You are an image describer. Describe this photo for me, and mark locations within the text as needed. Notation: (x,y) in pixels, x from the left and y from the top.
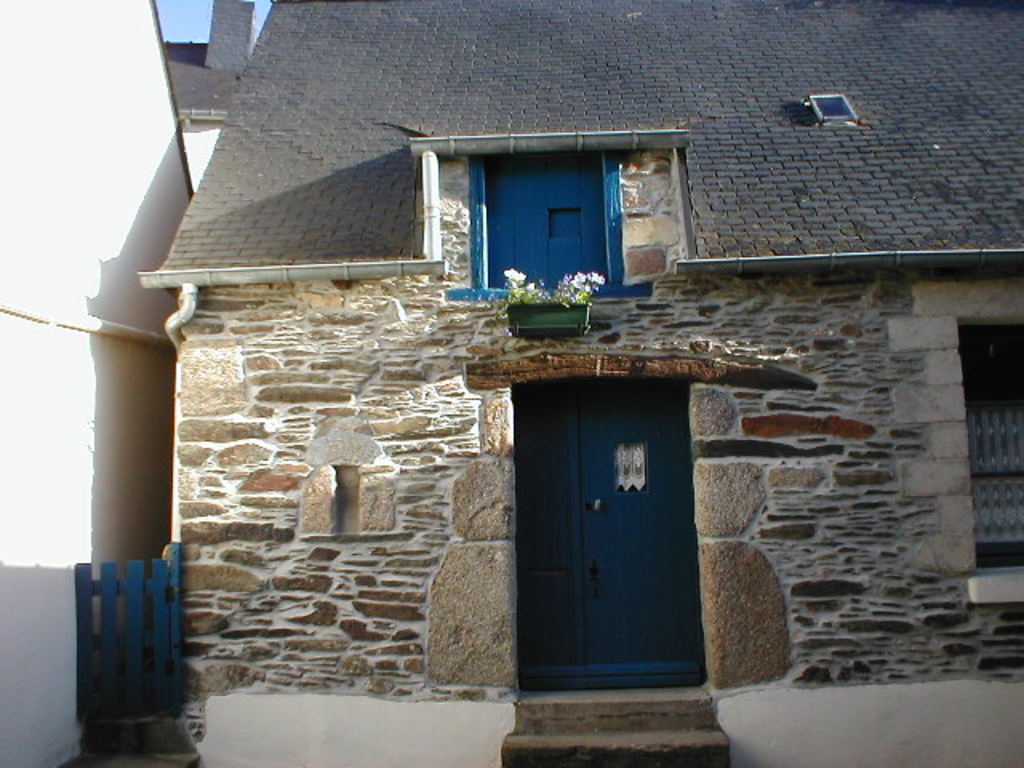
In this picture I can see few buildings (351,188) and in the middle of this picture (573,282) I can see a pot (511,314) and in it I see few plants (520,283). On the bottom of this picture (571,696) I can see the steps (613,744) and the door (592,507).
